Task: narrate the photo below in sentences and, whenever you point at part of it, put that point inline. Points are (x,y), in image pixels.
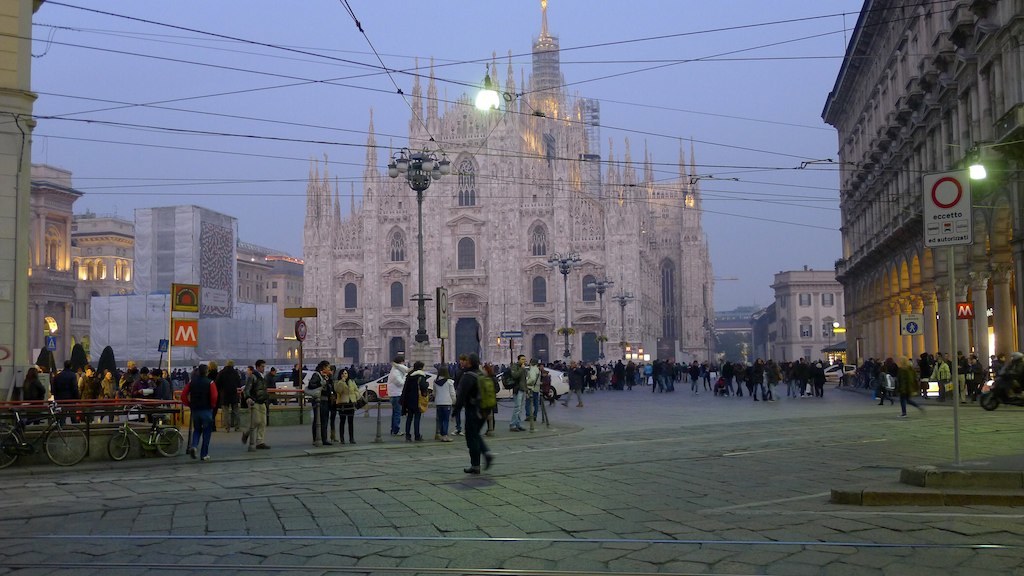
In the center of the image (425,244) we can see the buildings (407,227), poles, lights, boards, wires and some persons (328,378), bicycles (138,435), vehicles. At the bottom of the image (734,464) we can see the road (727,524). At the top of the image (781,66) we can see the sky (754,145).
